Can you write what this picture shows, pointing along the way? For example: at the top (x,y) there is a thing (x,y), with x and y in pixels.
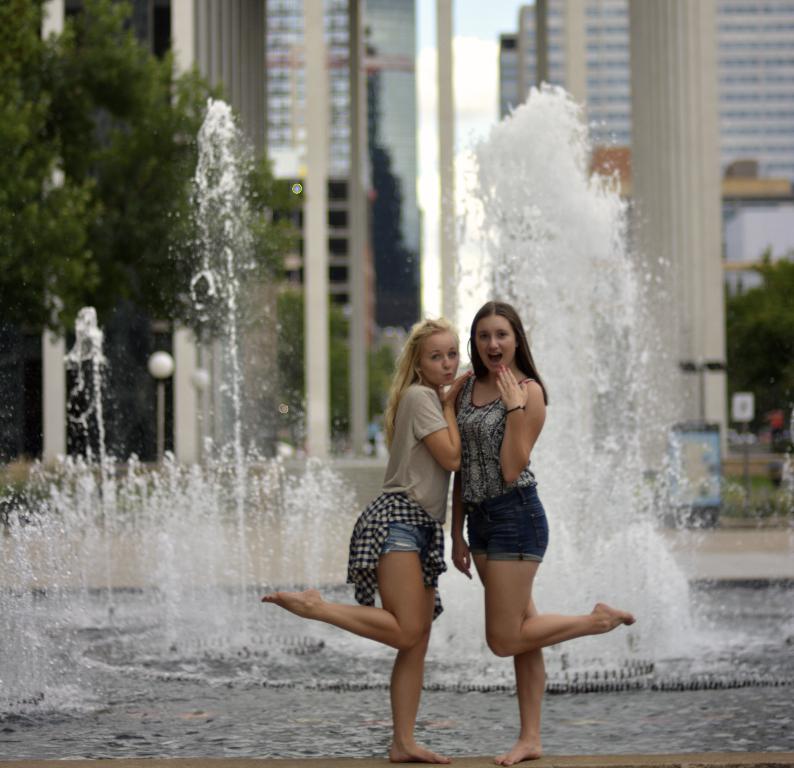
In this image in the front (431,456) there are women (454,466) standing and posing. In the center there is a water fountain (576,342). In the background (640,90) there are trees (81,133) and buildings (145,431) and there are poles (314,293).
